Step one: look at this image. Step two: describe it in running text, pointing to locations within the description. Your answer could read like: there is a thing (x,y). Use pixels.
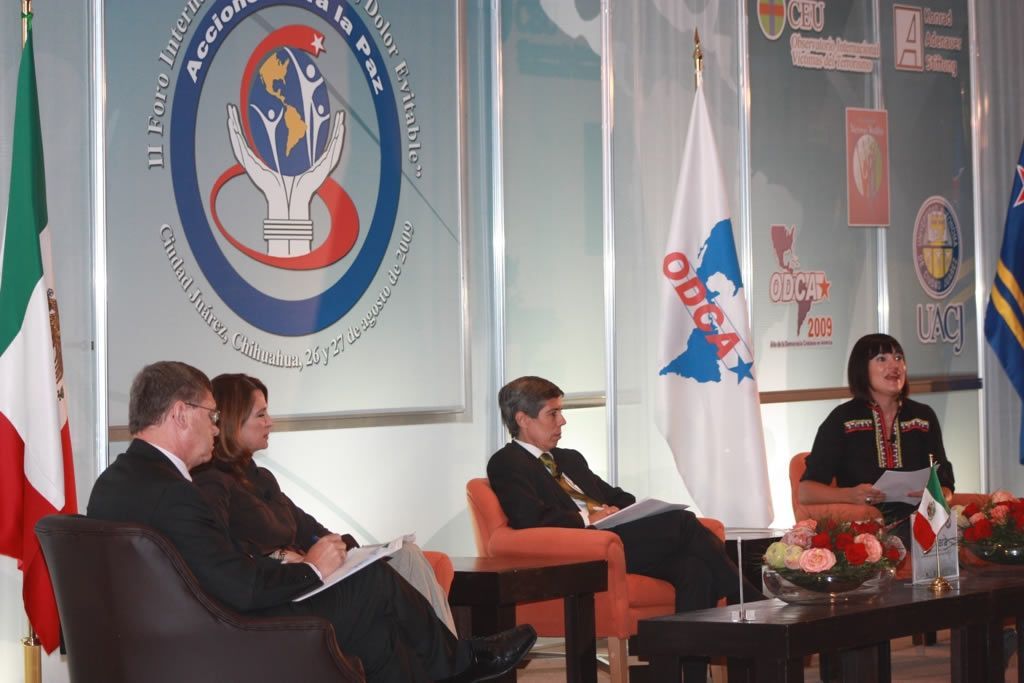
In this picture we can see four persons (882,451) sitting on chairs (560,542) and in front of them we have table (926,598) and on table (927,584) we can see flag (941,510), bowl (825,579) with full of flowers (828,556) and in background (322,97) we can see logo (263,135) and in right side (823,46) we can see some more logo (937,214) and here are two flags (17,281) with poles (698,69).
